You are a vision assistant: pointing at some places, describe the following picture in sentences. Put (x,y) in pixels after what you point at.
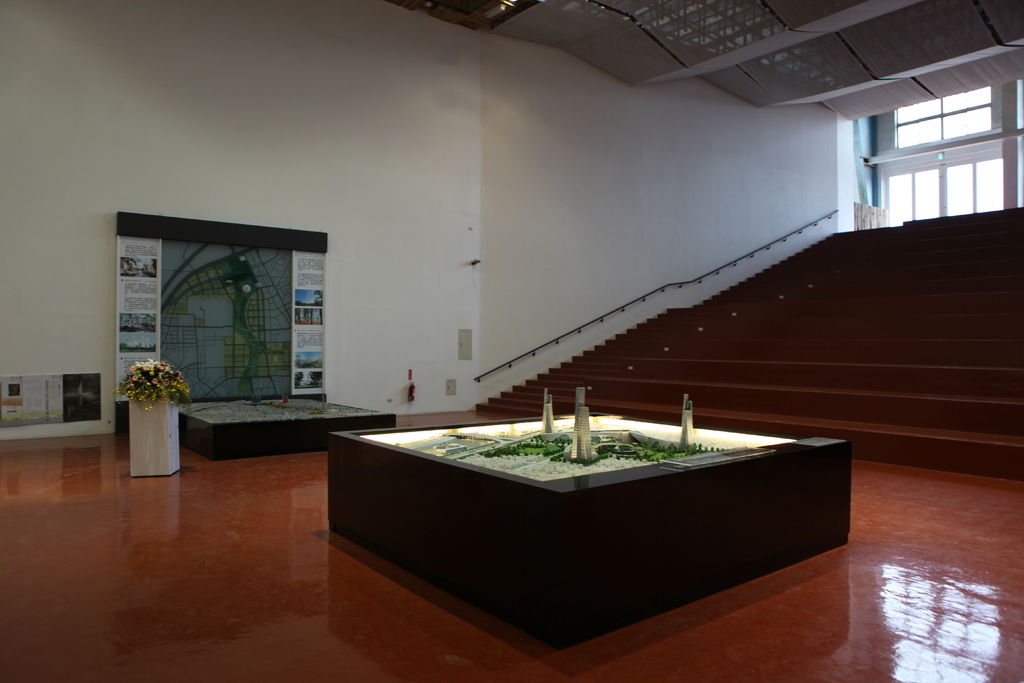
In this image we can see an inner view of a building (476,355). In this image we can see some boards (289,305) beside a wall (111,377), a plant (161,389) with flowers (176,400) in a pot (173,460), a staircase (806,368), windows (937,191), a stand (393,482) on the floor (429,612) with some objects (637,434) on it and a roof (728,63).
